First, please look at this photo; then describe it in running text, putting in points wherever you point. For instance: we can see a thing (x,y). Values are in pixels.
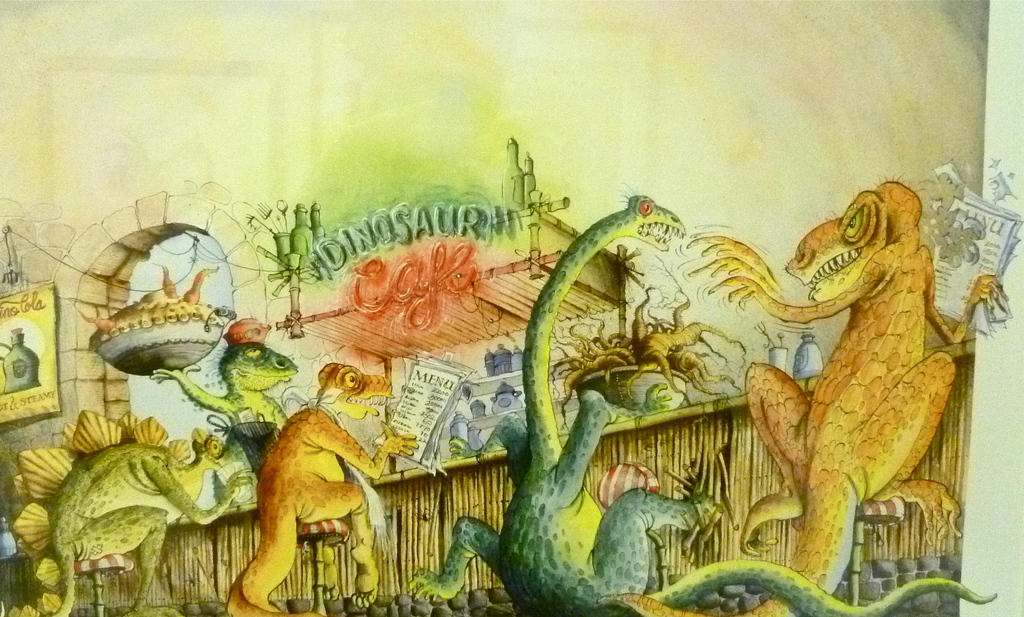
In this image I can see paintings (909,196) of dinosaurs (293,545), wall (188,204), boards (342,265), shop (455,280), bottles (459,416) and so on. This image is taken may be in a room (605,329).
